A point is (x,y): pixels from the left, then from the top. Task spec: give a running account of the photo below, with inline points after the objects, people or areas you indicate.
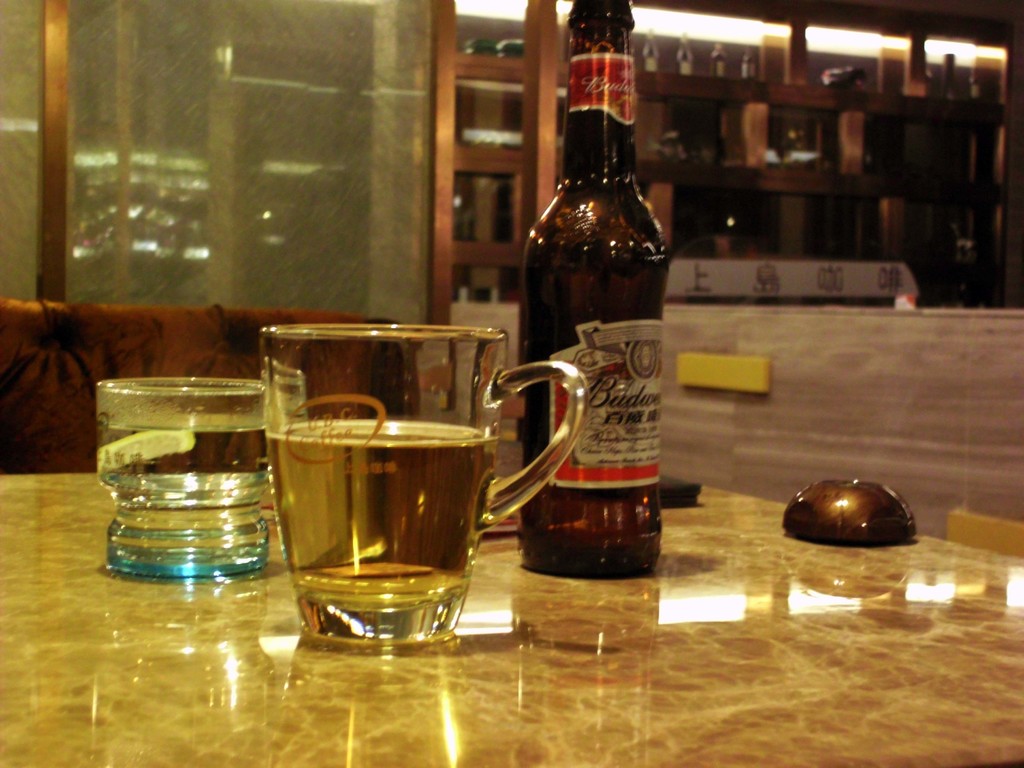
In the foreground of the picture (410,607) there is a table (456,678), on the table (879,655) there is a glass (176,413), a cup (461,434) and a beer bottle (630,430). In the top right (899,108) there are many bottles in the closet (848,228). On the left (140,228) there is a window (158,203) and a couch (77,390).
